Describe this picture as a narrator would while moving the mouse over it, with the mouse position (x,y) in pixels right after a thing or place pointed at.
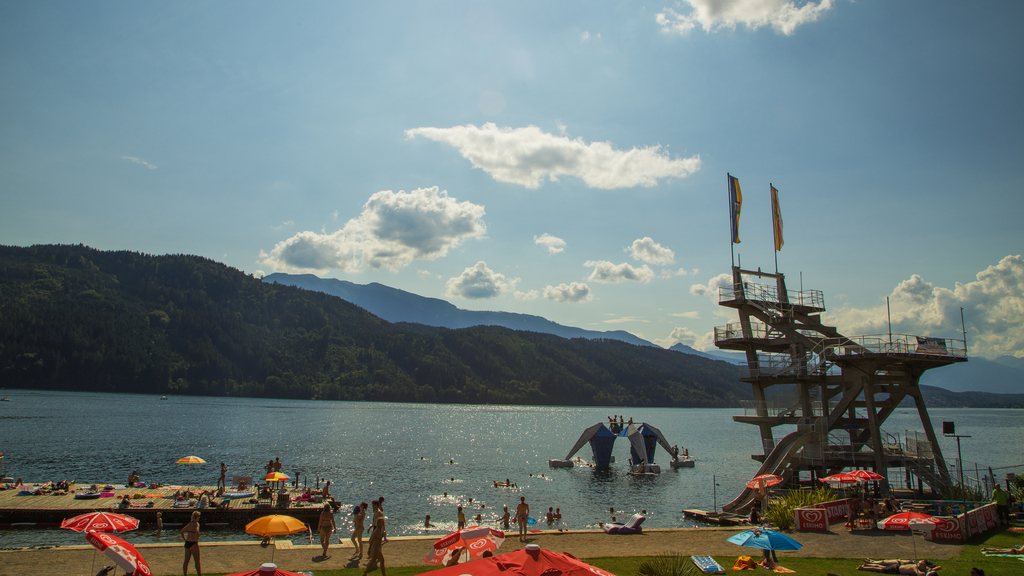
In this picture we can see some boats (634,462) and some objects (647,441) are in the water (527,460), around we can see some people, umbrellas (474,553) and we can see hills (600,374).
